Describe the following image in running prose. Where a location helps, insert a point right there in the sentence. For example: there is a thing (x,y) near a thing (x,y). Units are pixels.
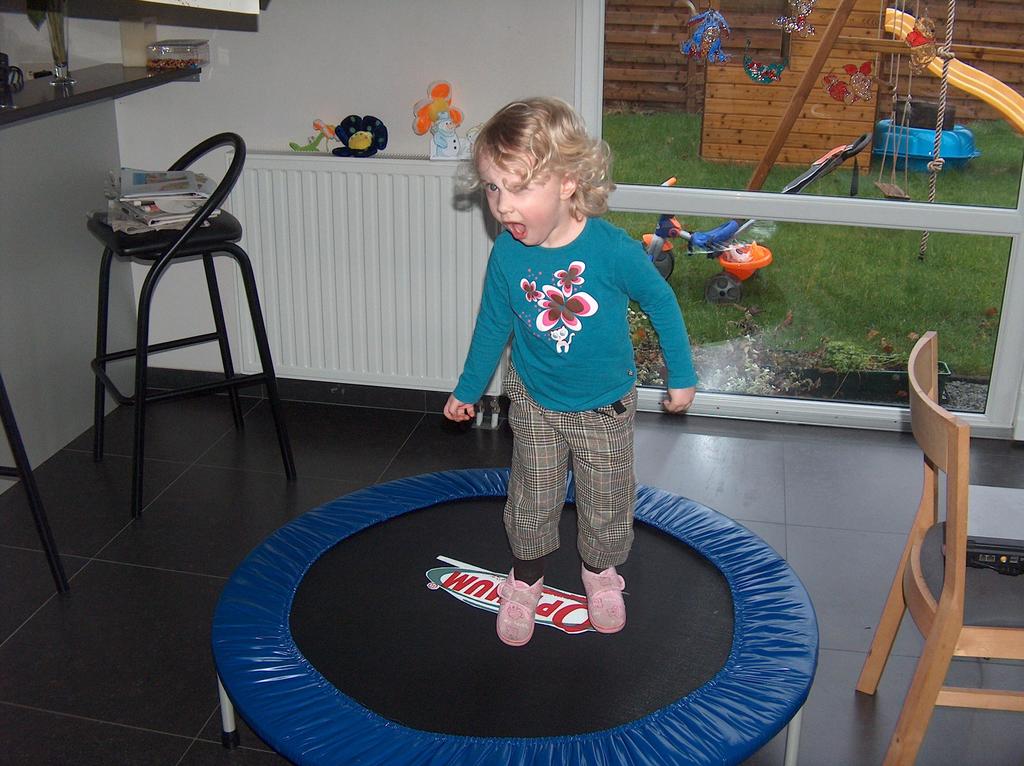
In this image there is a girl (507,278) jumping in a trampoline (285,570), and at back ground (760,254) there are chairs (964,482), a toy cycle (759,253), rope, swing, grass (696,141), wall (799,56), toys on a radiator (385,283), and a rack (145,12).
